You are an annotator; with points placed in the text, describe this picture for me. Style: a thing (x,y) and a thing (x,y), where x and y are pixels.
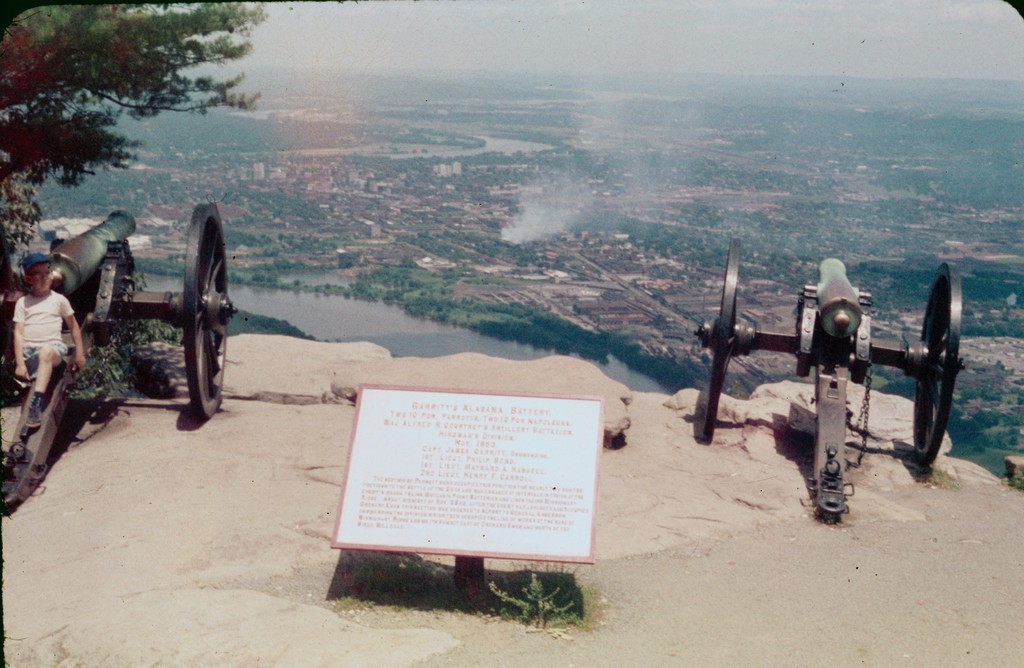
There are two war equipment (204,249) and a kid (55,334) is sitting on one of the equipment (58,428) and in the left (67,86) there is a tree (95,92), in the background (344,240) there is a river (437,331) and beside the river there is a city (229,195).
